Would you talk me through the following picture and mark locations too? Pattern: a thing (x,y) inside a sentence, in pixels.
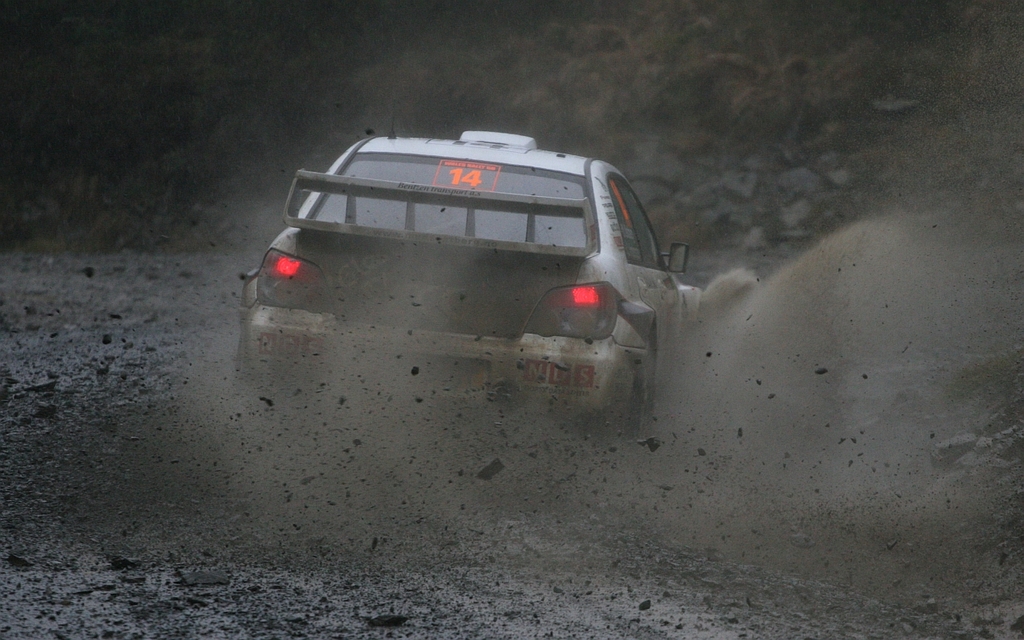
In the center of the image (442,248) we can see the passing car (442,311) with tail lights (303,286) as ON. In the background (737,191) we can see the rocks (804,192) and at the bottom (327,519) we can see the dust (762,466).
